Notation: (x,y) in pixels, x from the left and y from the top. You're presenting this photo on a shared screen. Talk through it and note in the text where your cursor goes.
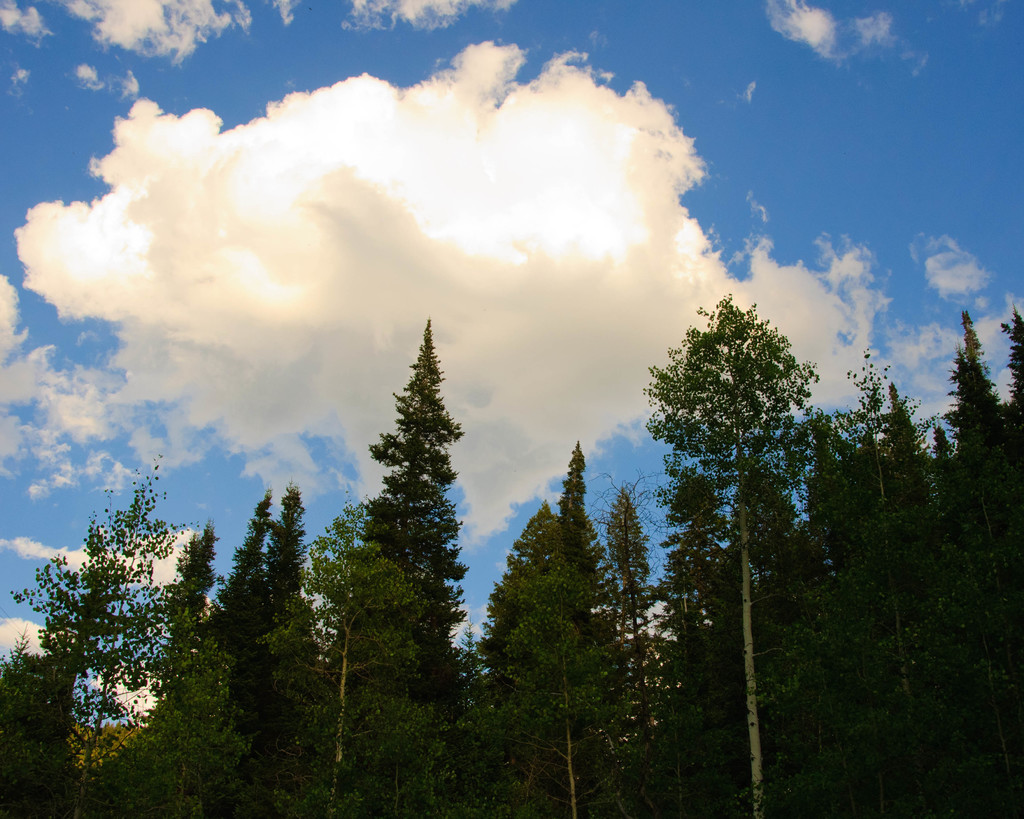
In this image there are trees (399,647) and the sky (433,224) is cloudy.
